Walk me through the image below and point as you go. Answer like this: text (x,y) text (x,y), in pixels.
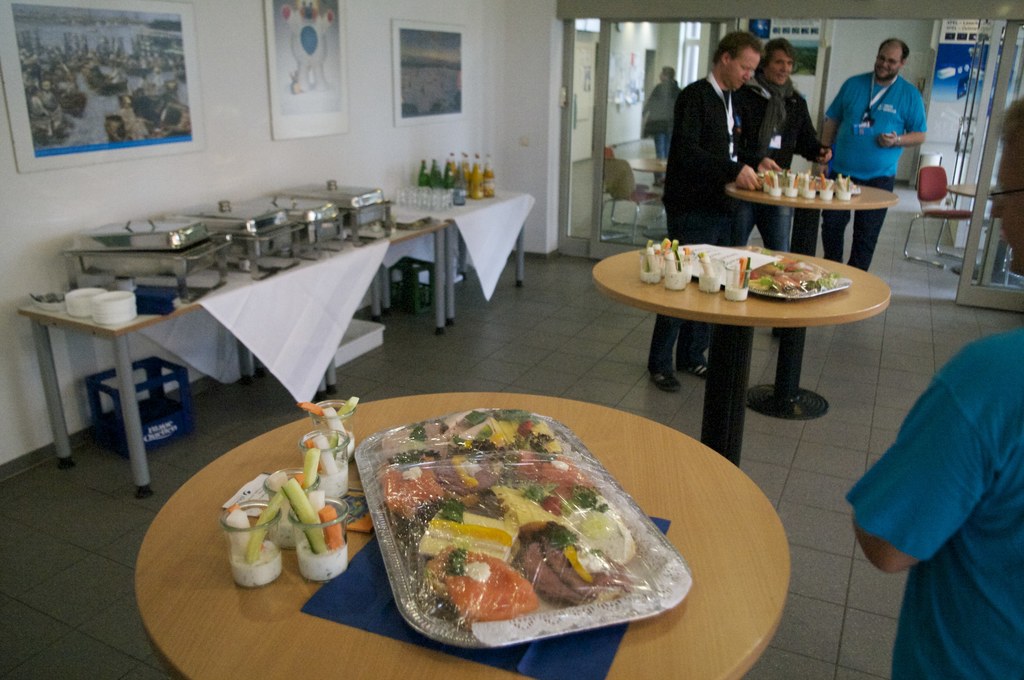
The picture is taken inside a room (702,402) where at the right corner (703,199) three people (697,188) are standing in front of the table (807,222). On the table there vegetable sticks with dip (829,193) are present and there are another two table (754,297) with food (339,528) on it and left corner (339,203) there is one big table (42,322) where some dishes (274,220), water bottles (483,185), glasses (438,193), plates (86,306) are kept and behind them there is a wall (253,144) with photos (289,110) on it and behind the people (841,126) there is another room (961,104) with chairs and table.
